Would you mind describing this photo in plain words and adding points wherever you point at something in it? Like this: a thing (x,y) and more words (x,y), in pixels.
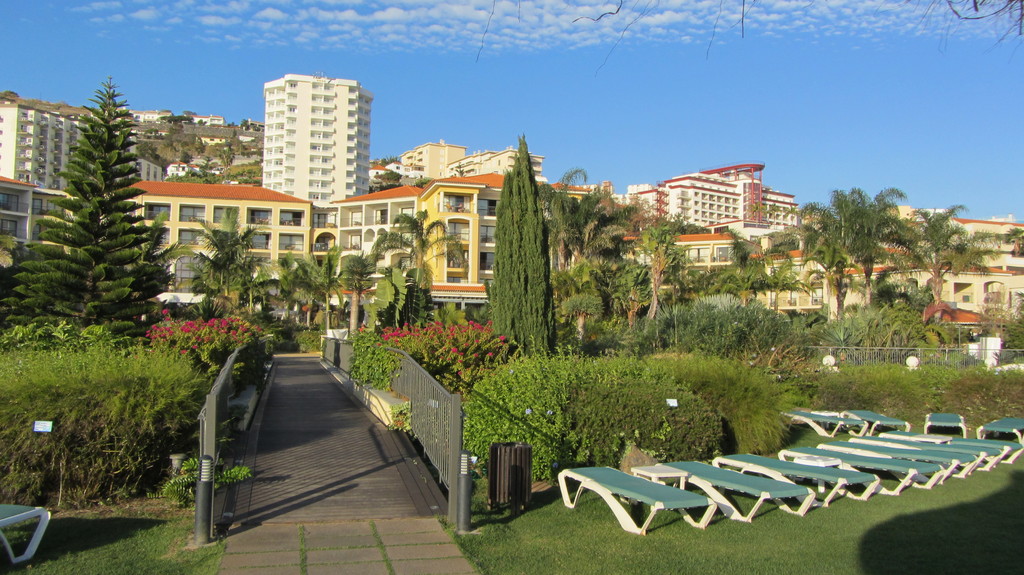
In the image we can see there is a ground (833,539) covered with grass (833,539) and there are plants (81,384) and bushes (32,359). Behind there are trees (103,271) and there are buildings (489,216). There is clear sky (561,105) on the top (544,103).
